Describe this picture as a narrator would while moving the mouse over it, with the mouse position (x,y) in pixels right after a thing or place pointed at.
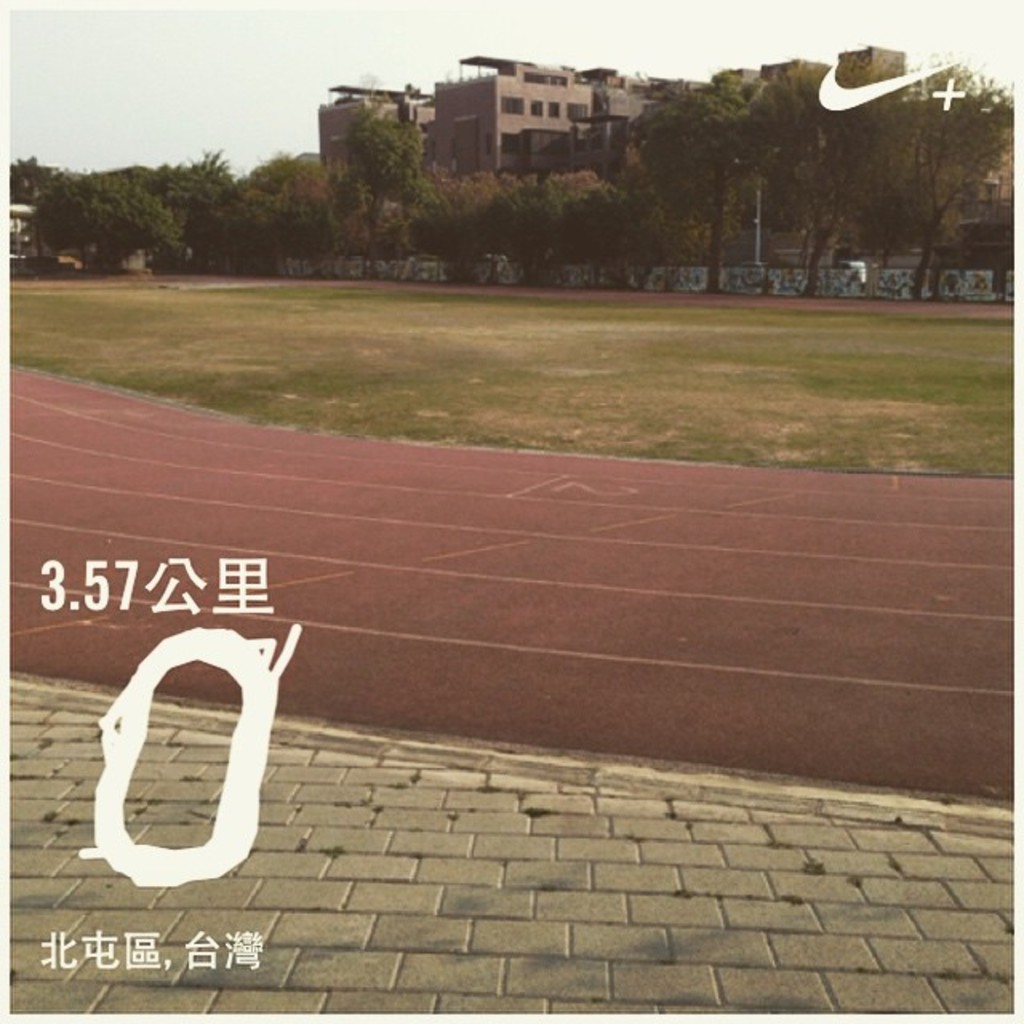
Here we can see a road (584,559), ground (391,424), trees (745,229), wall (693,270), and buildings (1005,229). In the background (65,97) there is sky (794,34).
